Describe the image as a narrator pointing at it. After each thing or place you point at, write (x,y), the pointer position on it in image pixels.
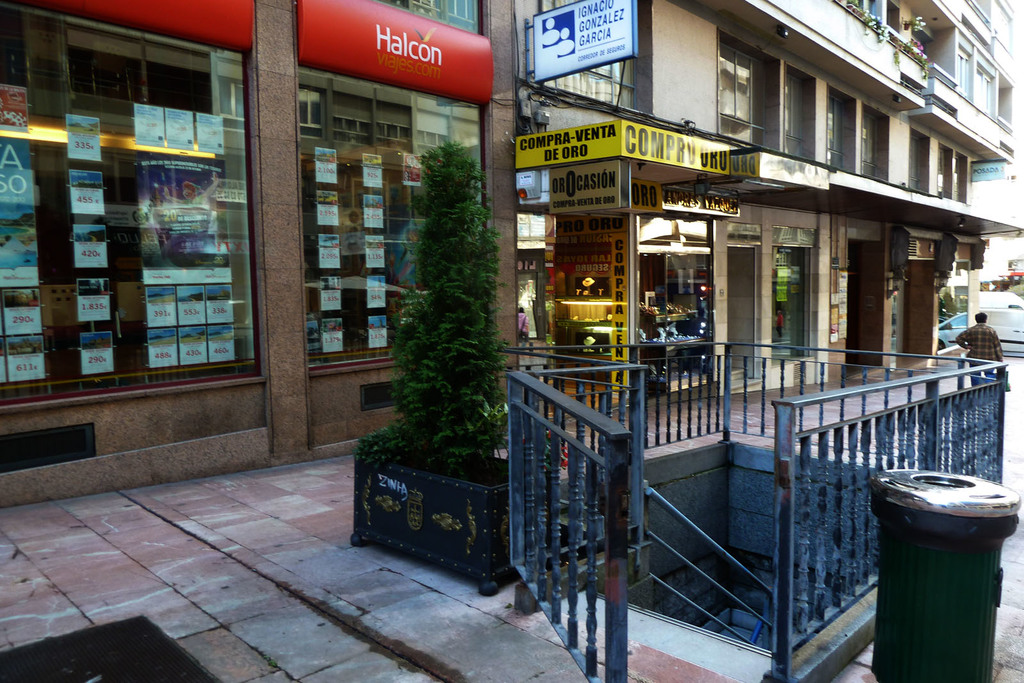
In this image, I can see the buildings (846,157) with the name boards (592,21) and glass doors (518,253). I can see a tree (484,367), which is in front of a building (345,317). It looks like the iron grilles (801,364) with a gate (597,625). On the right side of the image (914,569), I can see a person (981,319), vehicles (1009,295) and a dustbin (938,560). At the bottom of the image (296,578), It looks like the floor (212,585).
